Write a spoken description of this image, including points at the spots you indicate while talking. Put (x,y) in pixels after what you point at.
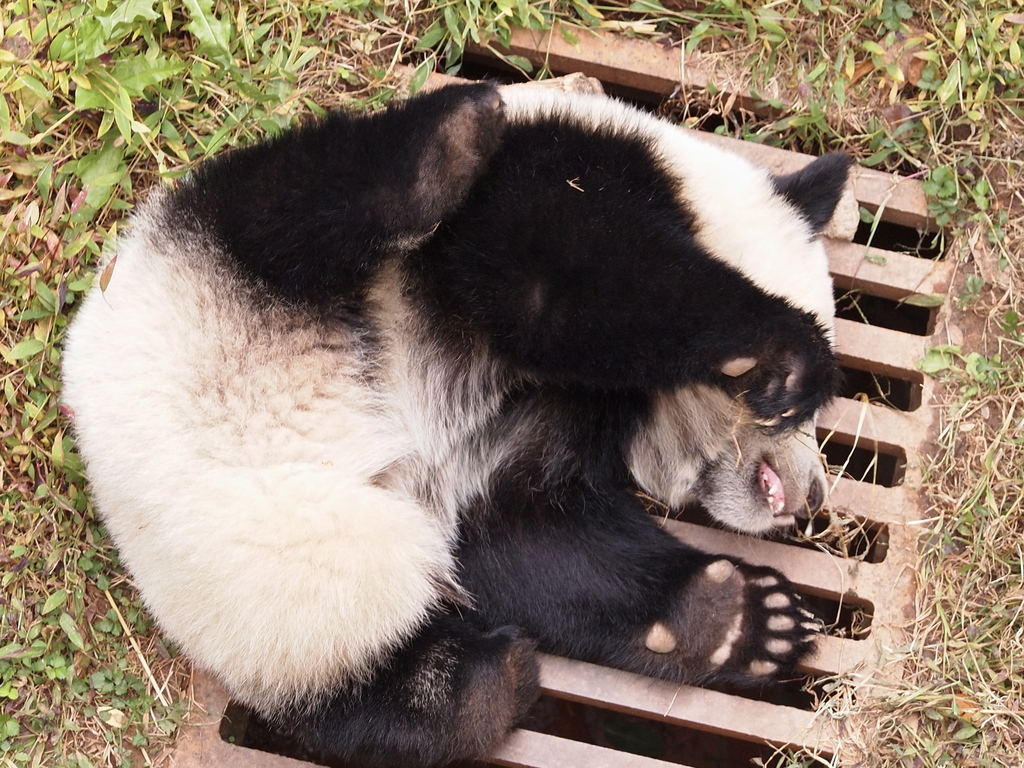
In this image I can see an animal (426,369) which is black and cream in color is on the ground (74,495). I can see the manhole grill (809,666) below it. I can see few plants (166,62) and some grass (320,8) on the ground (121,656).
